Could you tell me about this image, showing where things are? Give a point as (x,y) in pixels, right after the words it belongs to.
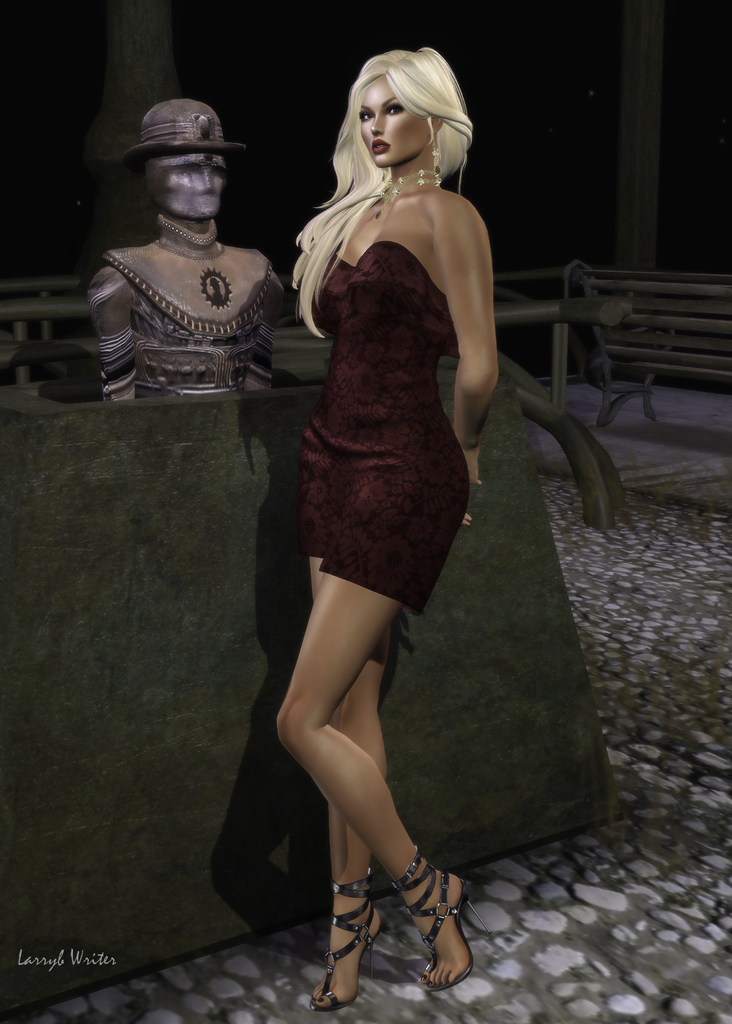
This is an animated image. In the center (417,604) there is a woman (411,170) wearing a dress (377,447) and standing on the ground (521,896) and we can see a sculpture (214,205) of a person (238,316). In the background (644,371) there is a bench (643,296) and some other items (535,607) placed on the ground (207,971). At the bottom left corner (98,955) there is a text (113,965) on the image.
